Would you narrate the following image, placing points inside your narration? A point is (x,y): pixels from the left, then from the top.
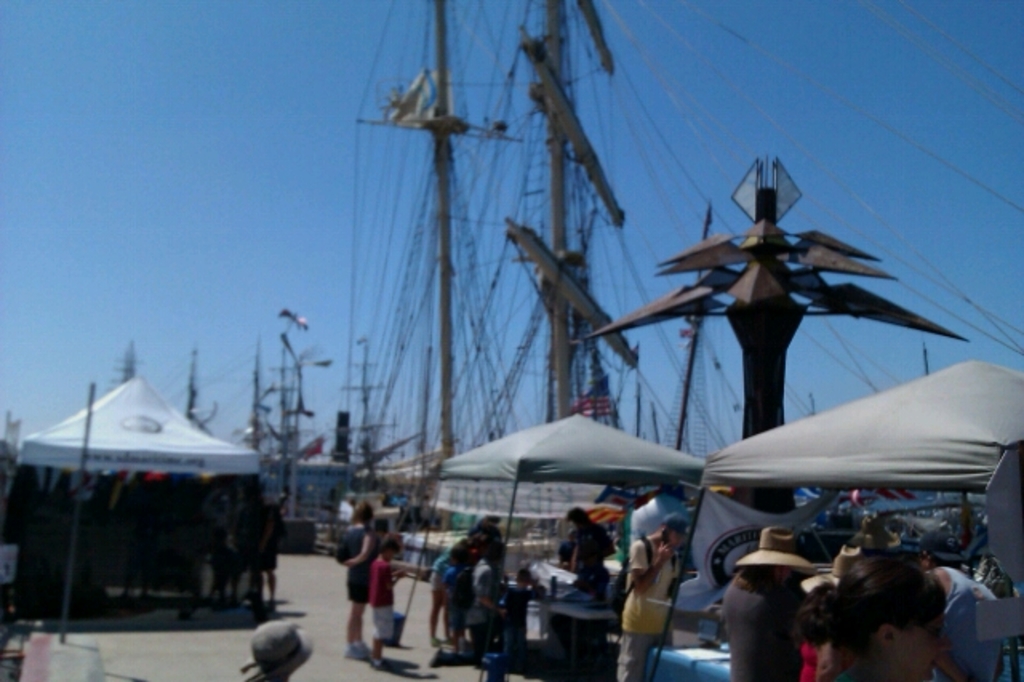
This image is taken outdoors. At the top of the image (166,183) there is the sky (161,199). At the bottom of the image (186,662) there is a floor (231,655). In the background (284,479) there are many poles (560,320) and ropes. There are a few objects (573,283). On the left side of the image (110,499) there is a tent (133,449) and there are a few people (212,575) standing on the floor (121,651). There is a pole (70,576). On the right side of the image (773,413) there is an architecture (756,337). There are two tents (728,462) and there are two banners (718,539) with text (751,531) on them. There are a few tables (689,660) with many things (543,561) on them. Many people (466,555) are standing on the floor (147,657).
